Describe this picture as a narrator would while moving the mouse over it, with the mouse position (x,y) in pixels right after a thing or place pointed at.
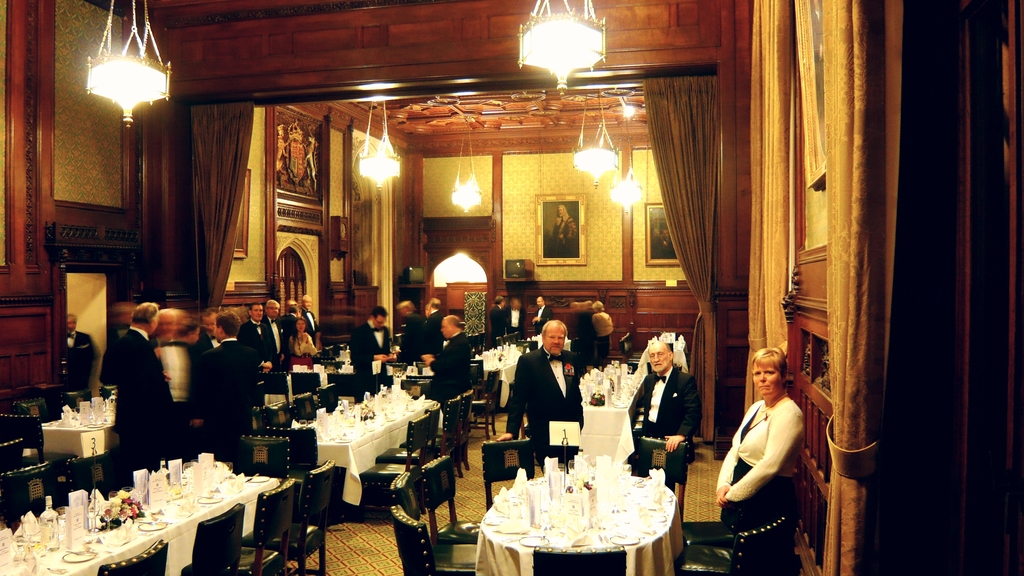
In this picture we can see some persons (727,506) are standing on the floor (336,530). These are the chairs (301,412) and there are tables (89,544). On the table (71,429) there are bottles (46,499), and glasses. On the background (557,178) there is a wall (611,235) and these are the frames (544,262). And there are lights (568,35).
